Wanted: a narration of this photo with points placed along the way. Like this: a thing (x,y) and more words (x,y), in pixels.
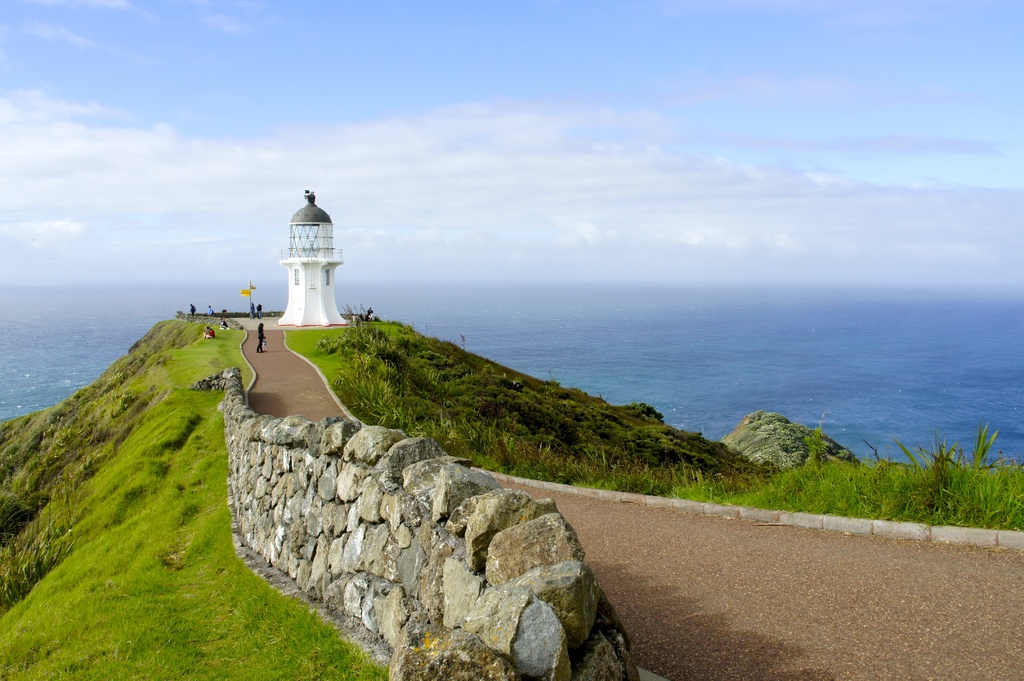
In the center of the image (362,311) there is a tower (306,291) and we can see people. At the bottom (528,578) there is a stone wall (307,539) and we can see grass (568,460). In the background (26,314) there is a hill (59,418), water (71,331) and sky (491,251).
